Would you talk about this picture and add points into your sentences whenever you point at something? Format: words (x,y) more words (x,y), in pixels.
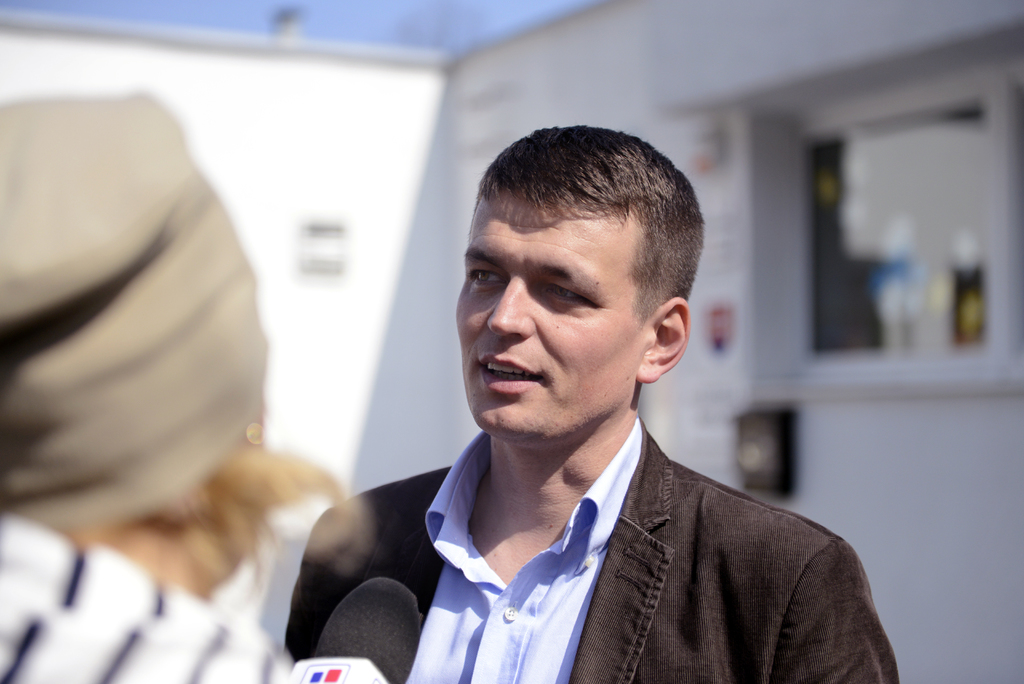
In this picture, we can see two persons (119,643) and we can find a microphone (374,594), we can see the blurred background (383,432).
